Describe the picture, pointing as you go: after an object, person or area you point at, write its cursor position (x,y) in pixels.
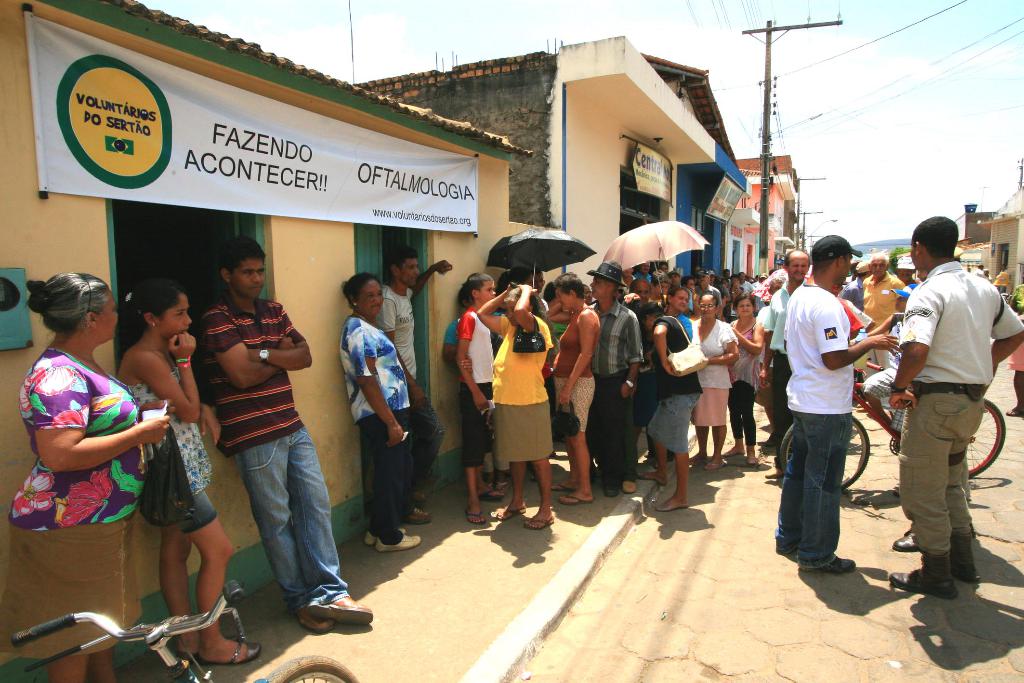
There are many people (469,317) standing outside the house (489,182), some of them are holding umbrella (647,241) and in front of the house (21,81) there is a banner (66,98) and beside that house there are many other houses (690,192) they are also having banners (657,174) in the front (697,193). There are two current poles (765,113) and many wires (870,42) are attached to the poles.
